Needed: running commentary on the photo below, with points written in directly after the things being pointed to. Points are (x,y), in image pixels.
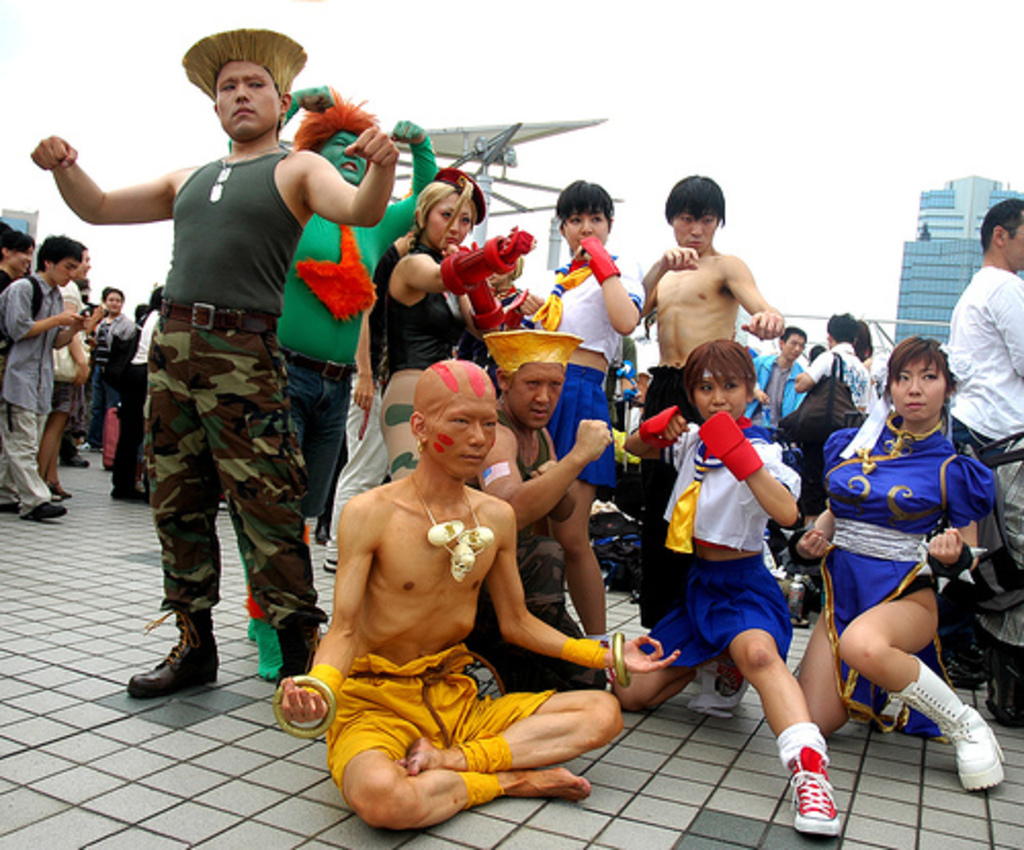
In this image we can see some group of persons (265,348) sitting and some are standing on floor (595,765) wearing different costumes (389,292) and in the background of the image (492,217) there are some buildings (911,248) and there is a sky (9,201).
